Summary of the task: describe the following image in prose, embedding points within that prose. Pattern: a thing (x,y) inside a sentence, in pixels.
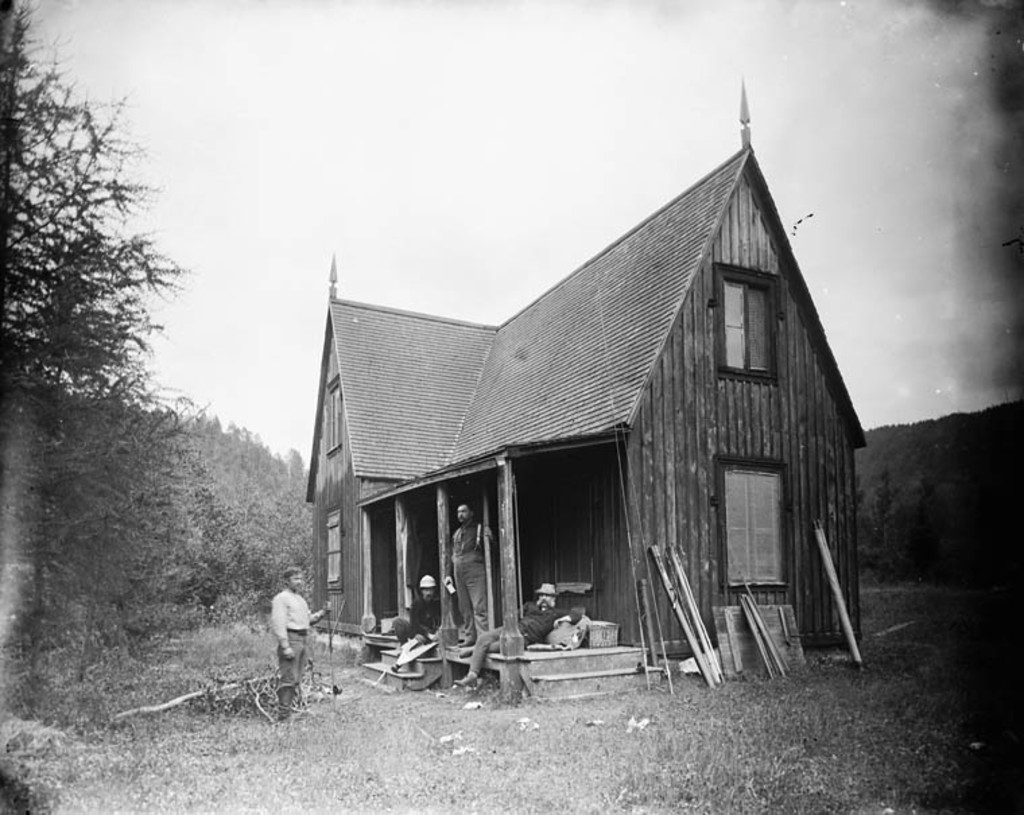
Here in this picture we can see a house (569,553) present on the ground (487,686) over there and in front of it we can see people (306,632) sitting and standing over there and we can see windows (722,548) present on the house (641,524) and we can also see some wooden planks (673,600) present over there and we can see plants (116,490) and trees (188,470) all around it over there.
